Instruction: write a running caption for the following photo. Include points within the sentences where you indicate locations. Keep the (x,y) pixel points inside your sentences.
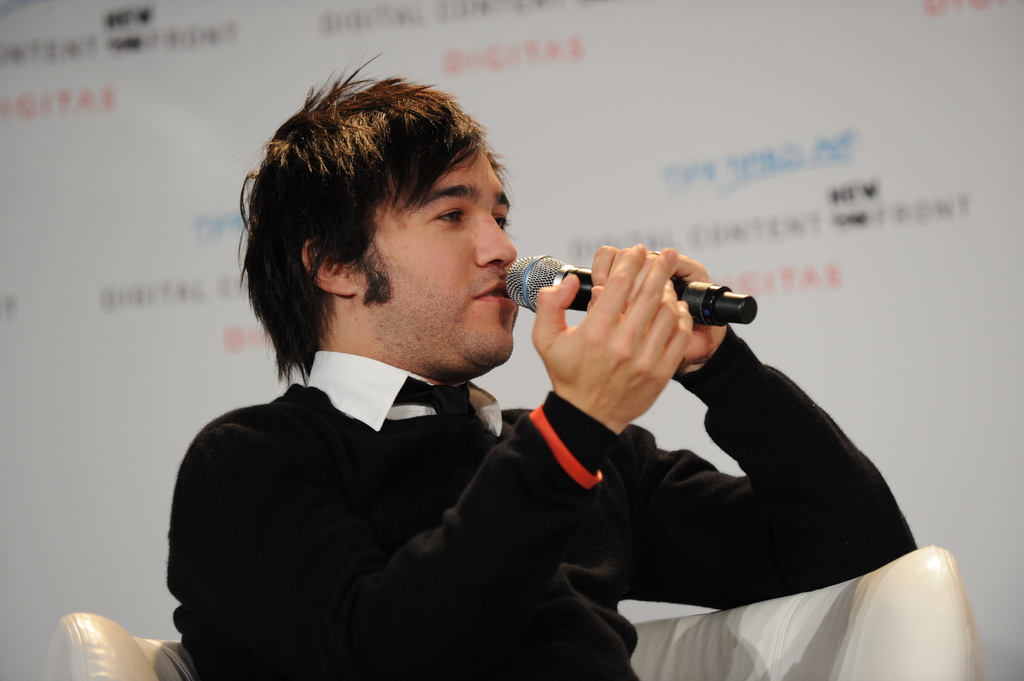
In this image I can see a person (384,445) wearing a black color t-shirt (428,463) and holding a mike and background (962,158) is white.
